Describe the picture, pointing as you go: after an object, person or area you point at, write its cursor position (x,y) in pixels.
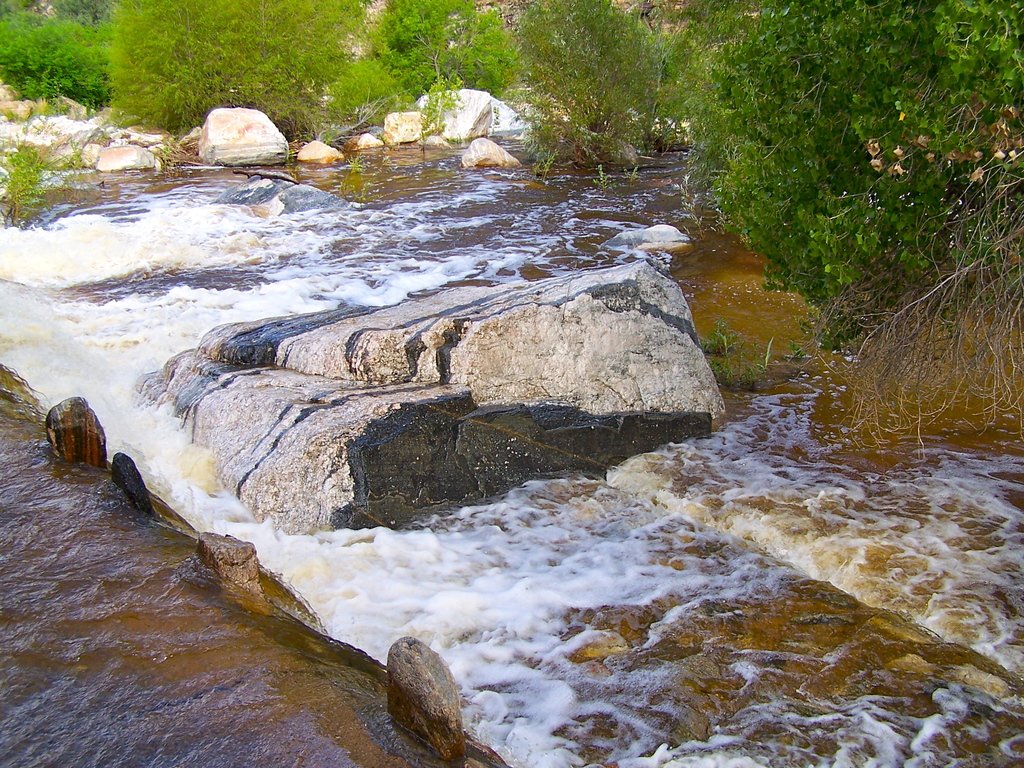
In this picture we can see water (541,621) and some stones (265,471) and in the background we can see trees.
